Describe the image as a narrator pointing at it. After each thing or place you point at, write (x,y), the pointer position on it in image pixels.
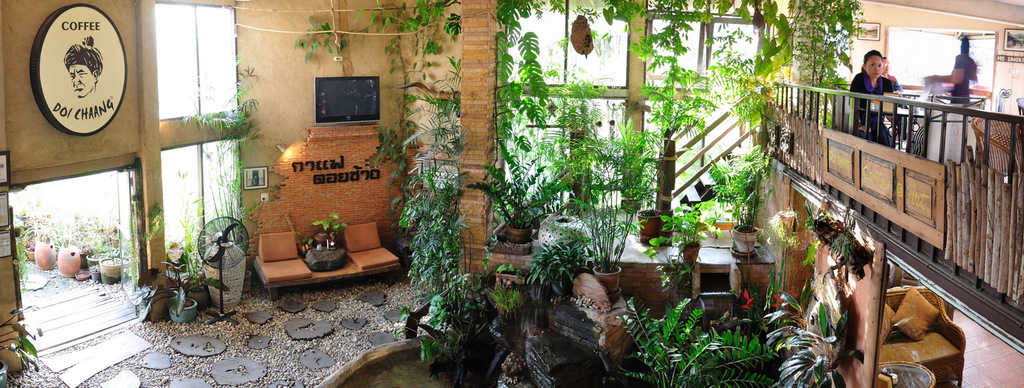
In this image we can see plants (600,209), screen (364,81), fan (231,318), frames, pots (242,269), staircase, wall (915,17), and railing (885,156). Here we can see a sofa (935,329) and pillows (914,329). There are three persons (886,77), chairs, and tables (961,100).
